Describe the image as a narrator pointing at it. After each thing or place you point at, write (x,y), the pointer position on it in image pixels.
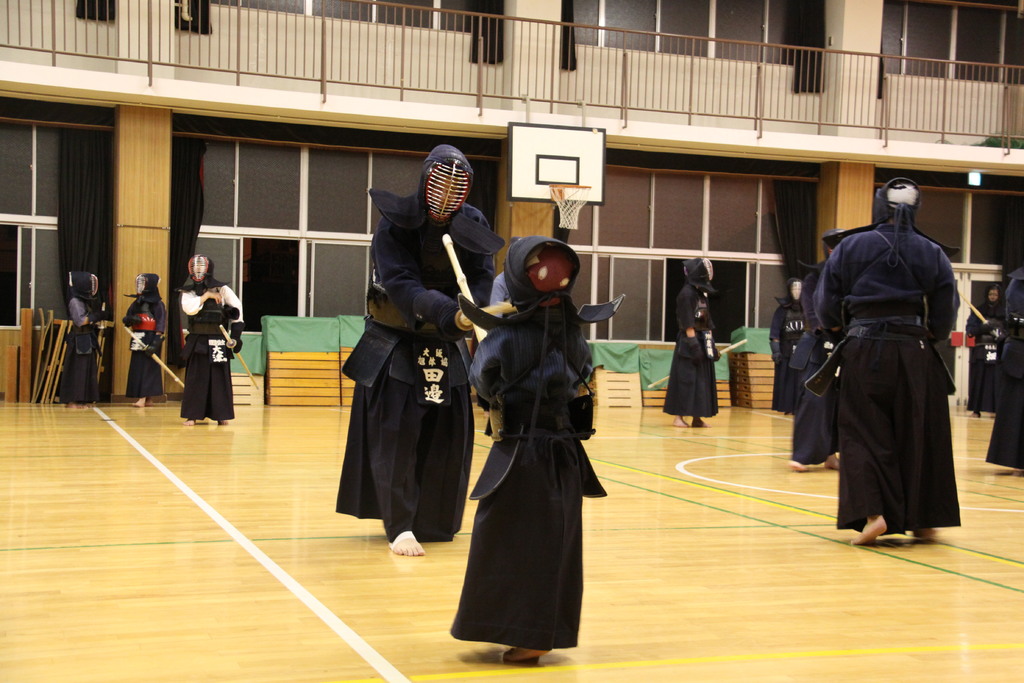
In this image there are some persons (450,353) wearing kendo dress (547,348) as we can see in the middle of this image (424,318). There is a basketball ground (682,522) in the bottom of this image (716,543). There is a building (311,87) in the background (409,161). There are some glass windows (307,215) in the bottom of this building (318,238) and there is a fencing (295,52) on the top of this image (691,85).
